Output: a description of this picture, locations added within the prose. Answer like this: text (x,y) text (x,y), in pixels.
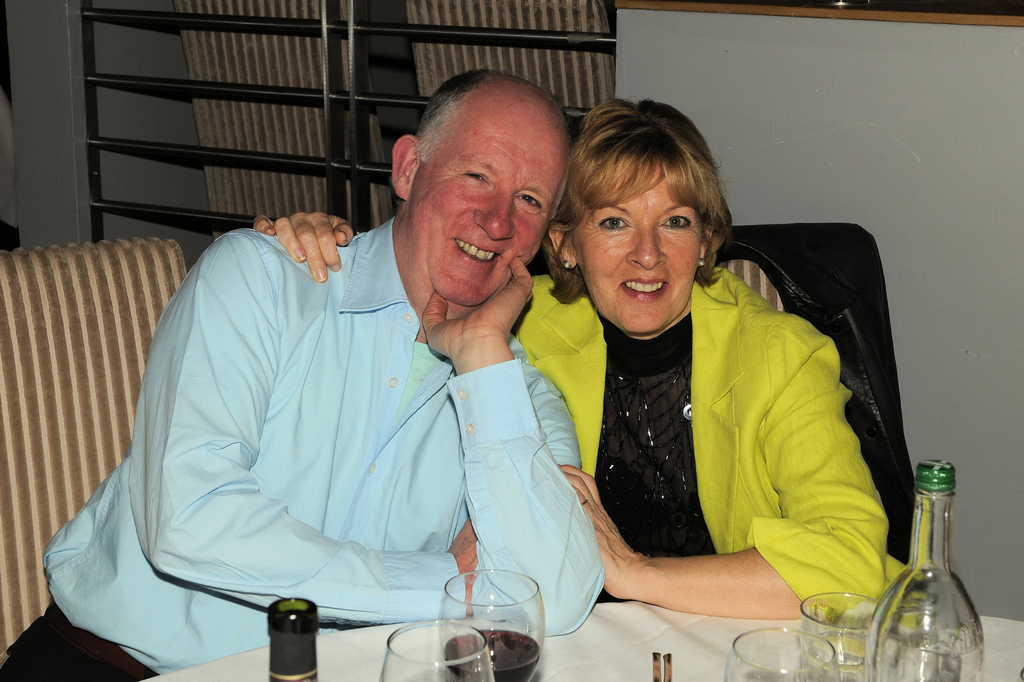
In this image we can see a man (261,394) and woman (581,285) sitting on the chairs (15,268) near dining table (697,673). There are glasses (446,635) and bottle (303,662) on the table (795,624).
